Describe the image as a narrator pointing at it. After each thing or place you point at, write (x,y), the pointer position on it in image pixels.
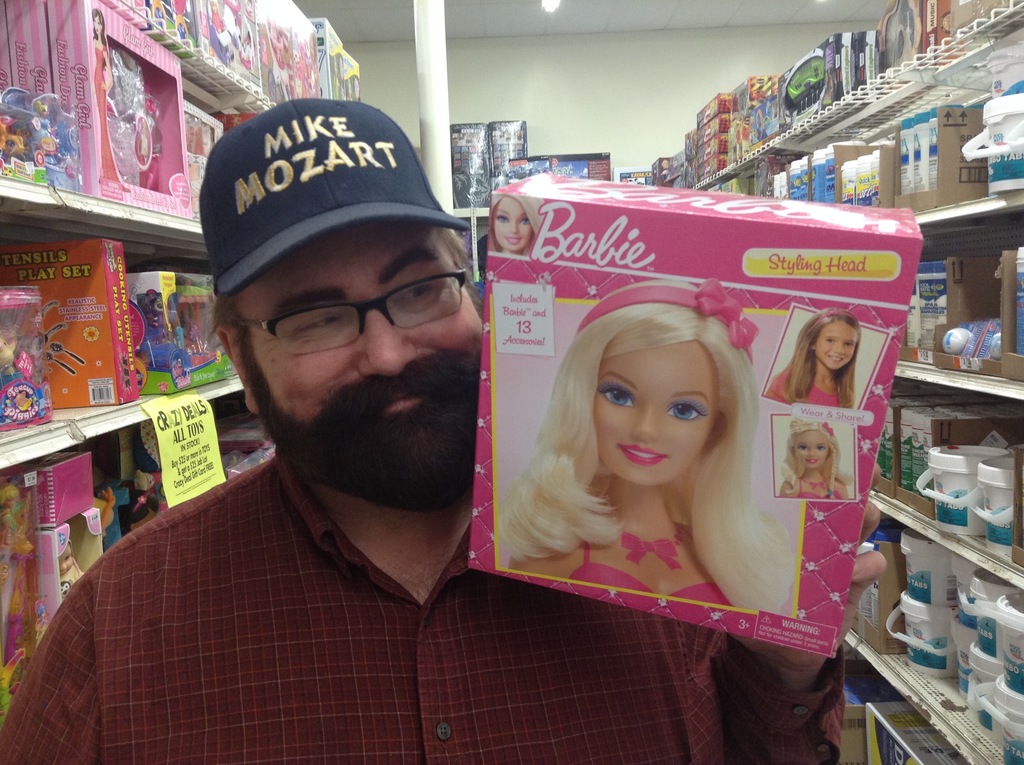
This is an inside view of a stall (772,33). Here I can see a man (308,653) wearing a shirt (239,643), cap (293,221) on the head (338,212), holding a pink color box (582,430) in the hand (859,562) and smiling. On the box (757,294), I can see the images of barbies (681,407) and some text (540,290). On the right (929,577) and left side of the image (20,425) there are many boxes (57,375), toys (153,103), card boxes (949,160), buckets (952,526) and many other objects (823,164) arranged in the racks (233,83). In the background (422,132) there is a pole (441,105). At the top of the image (553,10) there is a light (547,5).
